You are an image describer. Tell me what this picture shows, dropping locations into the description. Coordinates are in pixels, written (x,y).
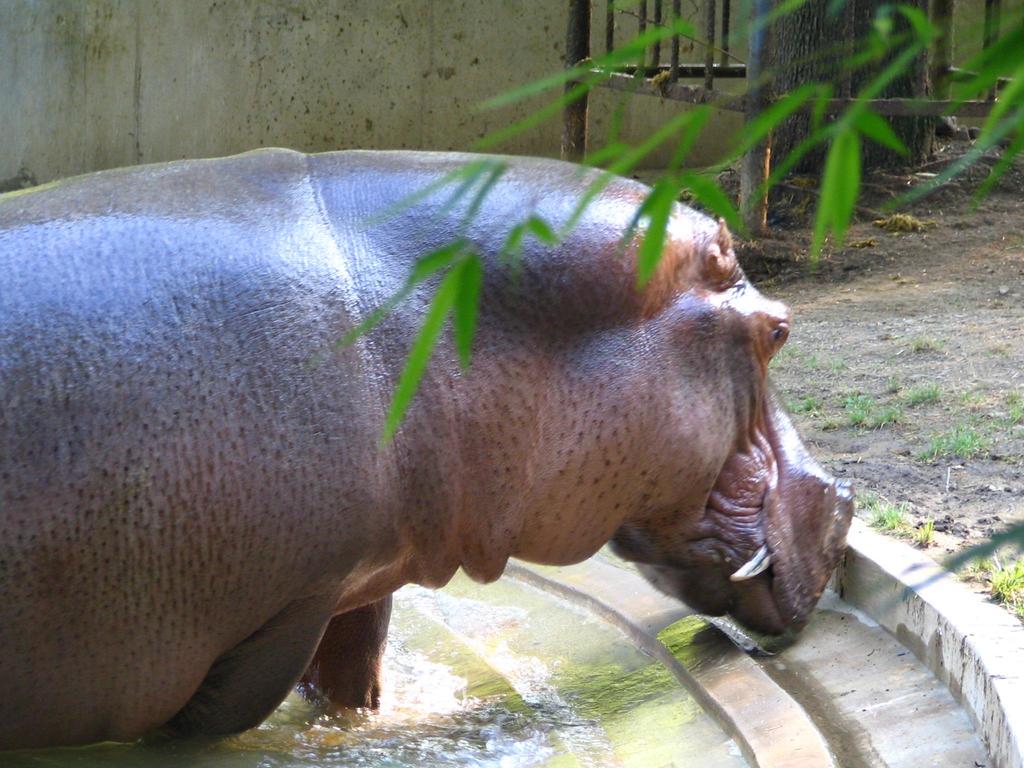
In this picture I can see a hippo (229,454) in front (139,444) which is in the water (564,661) and on the top of this image (629,166) I can see the leaves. In the background (381,100) I can see the wall (145,134), few trees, rods (654,56) and the grass (957,436) on the ground (907,347).
